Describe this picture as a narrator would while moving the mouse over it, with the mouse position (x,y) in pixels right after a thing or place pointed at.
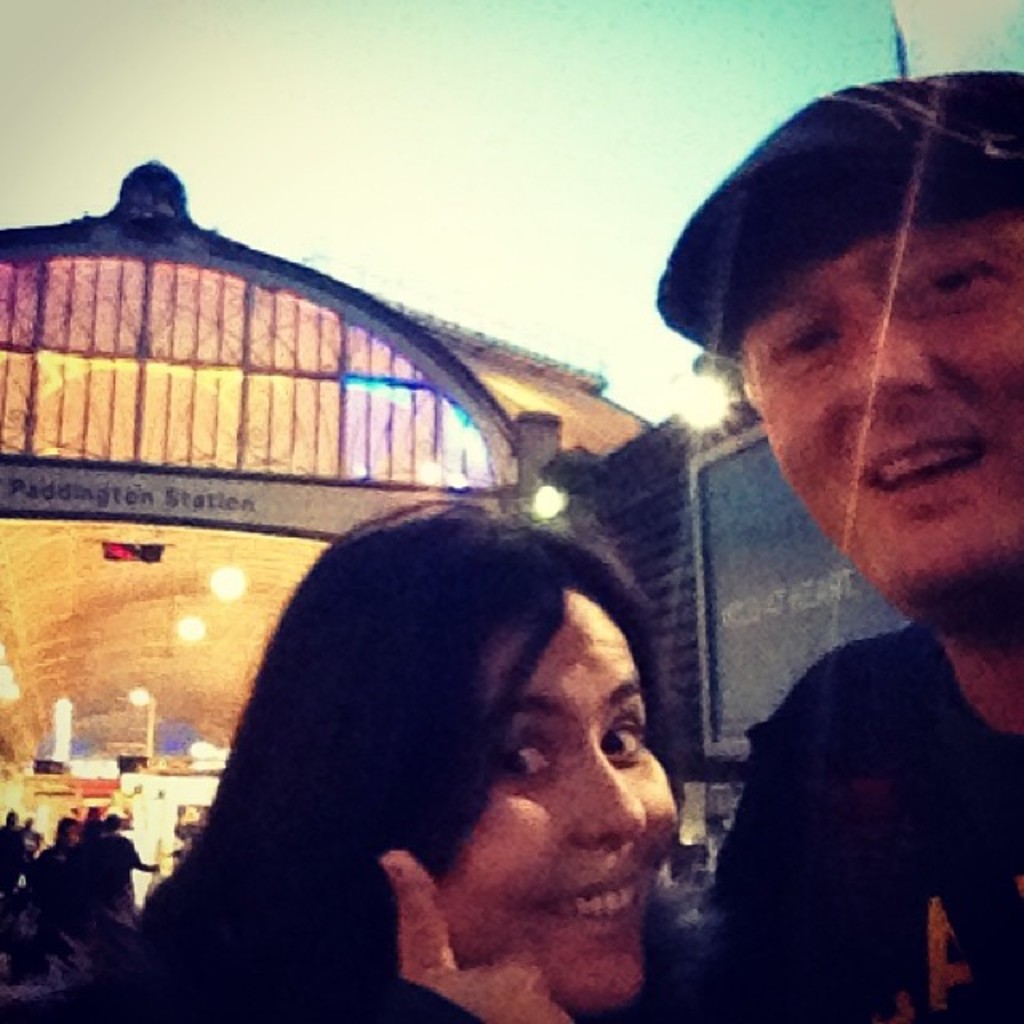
In this image in the foreground (856,369) there is one man (834,752) and one woman (586,878) who are smiling, and in the background (306,432) there are some lights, boards (704,548), building (189,442) and some persons (96,856) and some other objects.
